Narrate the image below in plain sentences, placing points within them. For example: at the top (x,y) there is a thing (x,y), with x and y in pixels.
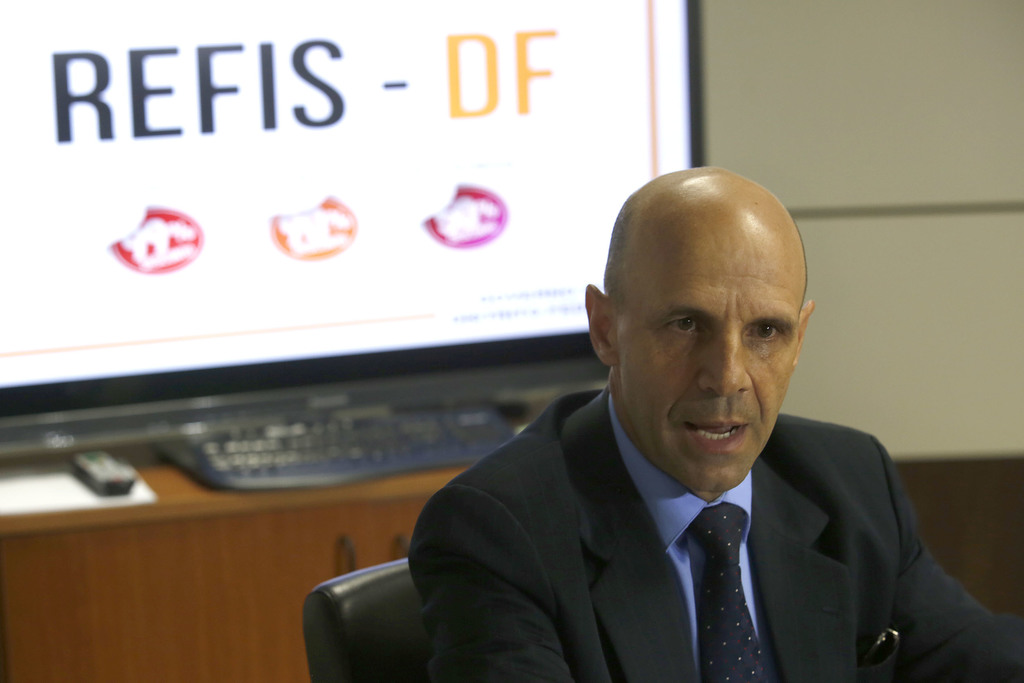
In this picture there is a man (569,666) on the right side of the image (781,527) and there is a monitor (402,74) at the top side of the image (375,106), there is a keyboard (227,446) and a remote control (95,475) on the desk (330,491), in the center of the image (458,426).
